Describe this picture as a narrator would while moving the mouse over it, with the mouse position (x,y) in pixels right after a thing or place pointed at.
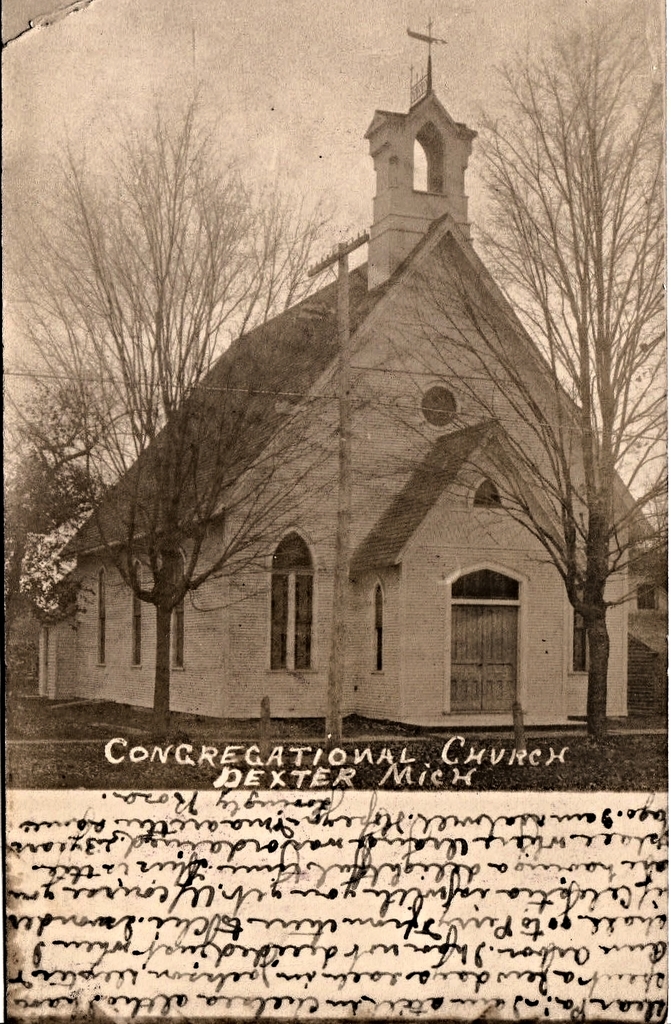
In the foreground of this poster, on the bottom (399,965), there is some text (448,927) and on the top (642,77), there are few trees (184,400), a building (441,466), poles (331,707), grass (242,763) and the sky (283,25).
